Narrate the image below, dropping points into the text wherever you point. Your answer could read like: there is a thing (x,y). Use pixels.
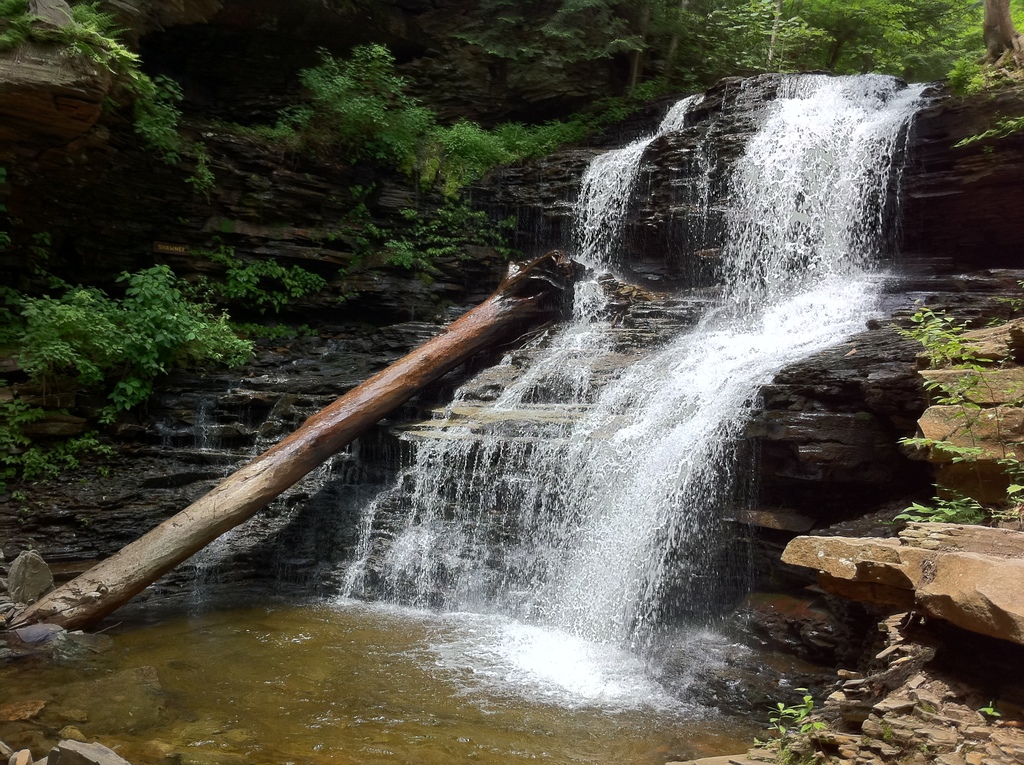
In this Image I can see the waterfall (358,575), rock (828,476) and green trees (187,304).
